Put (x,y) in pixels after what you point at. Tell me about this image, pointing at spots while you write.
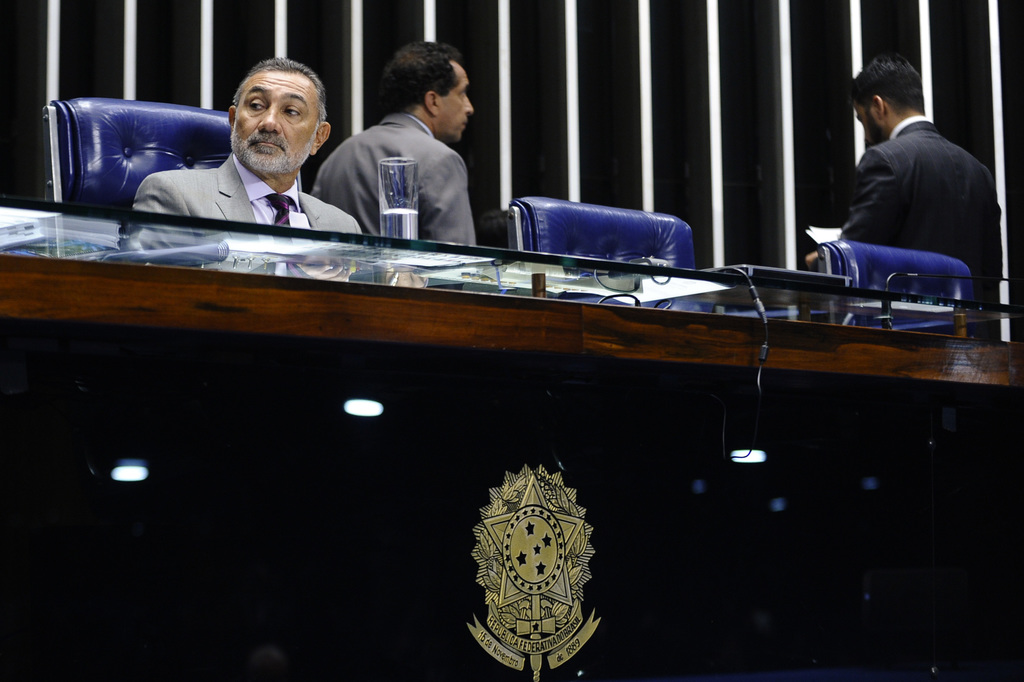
In this image I can see few people (319,146) and one person (289,112) is sitting on the chair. I can see the glass (409,174) and few objects (624,281) on the table (985,348). Background (722,110) is in black and white color.
